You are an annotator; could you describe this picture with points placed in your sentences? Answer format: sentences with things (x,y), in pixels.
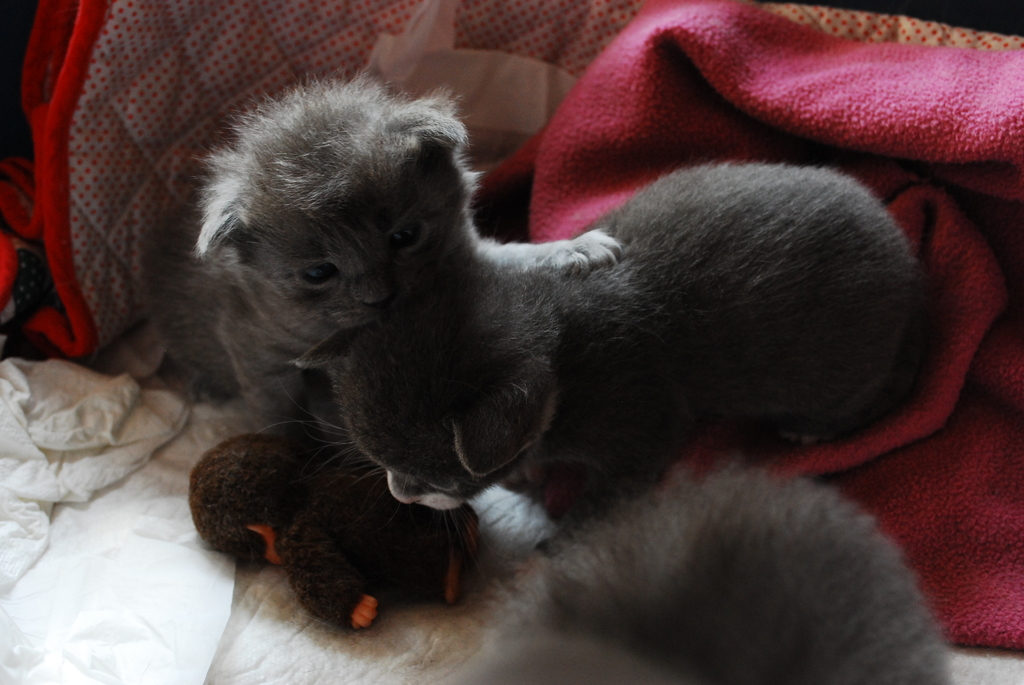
In this image there are two kittens (514,304) on the cloth (210,415), there is an object (671,593) towards the bottom of the image (209,476), there is a toy (389,550) on the cloth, at the background of the image (963,307) there are blankets (785,142), there is an object (435,67) towards the top of the image (453,57).
